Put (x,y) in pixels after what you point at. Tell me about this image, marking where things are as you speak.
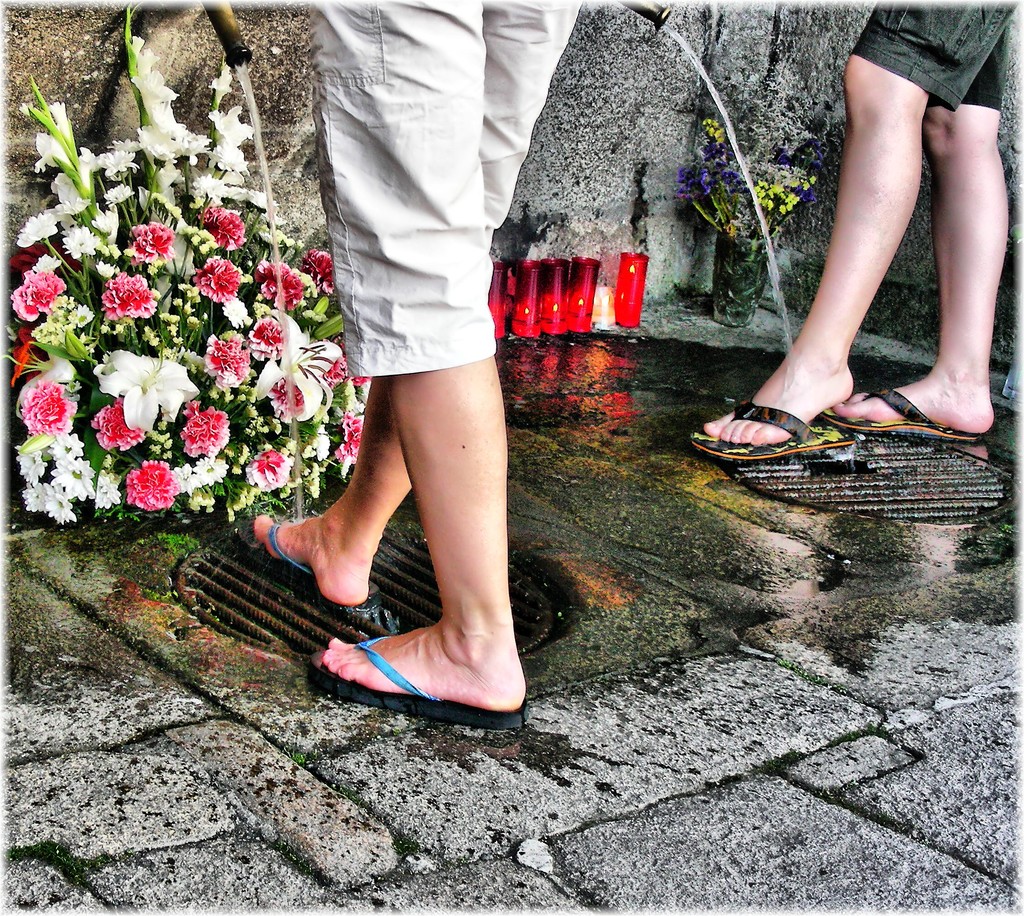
In this image there are two persons legs (412,219) under the taps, two flower pots (303,427), a few candles (608,287).
